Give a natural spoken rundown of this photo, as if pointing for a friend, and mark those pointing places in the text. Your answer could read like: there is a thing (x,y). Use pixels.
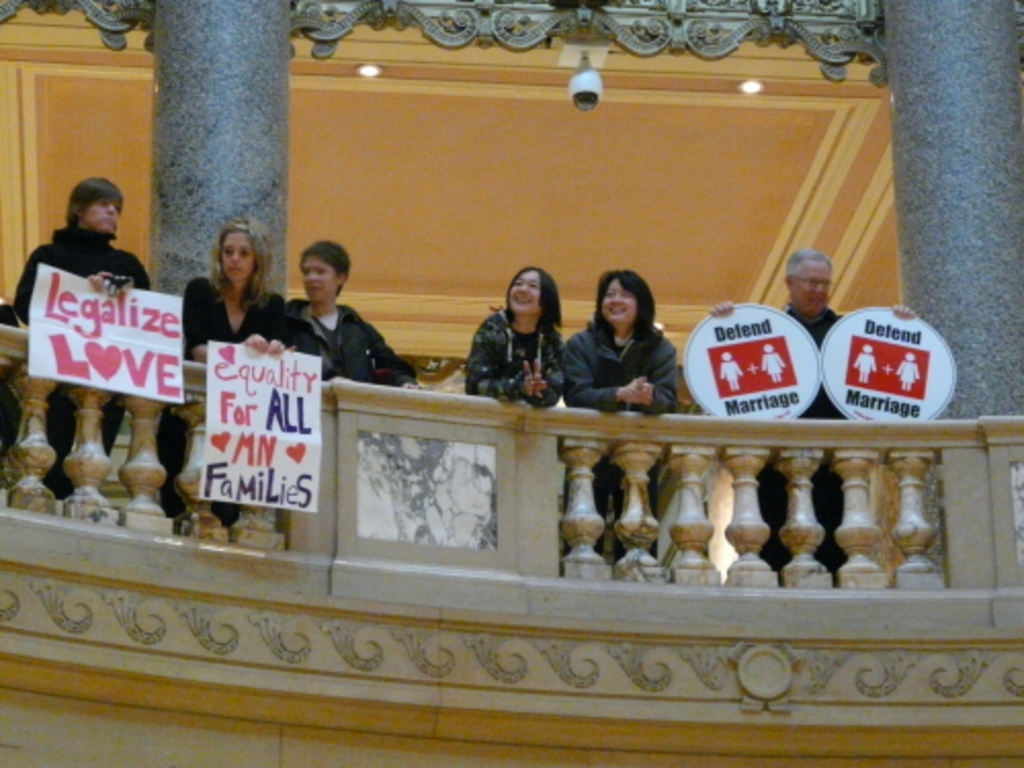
In the image we can see there are six people (527,380) standing, wearing clothes (260,317) and some of them are holding posters (291,417) in their hands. Here we can see fence (545,442), pillars (254,89), lights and the roof (562,84).
